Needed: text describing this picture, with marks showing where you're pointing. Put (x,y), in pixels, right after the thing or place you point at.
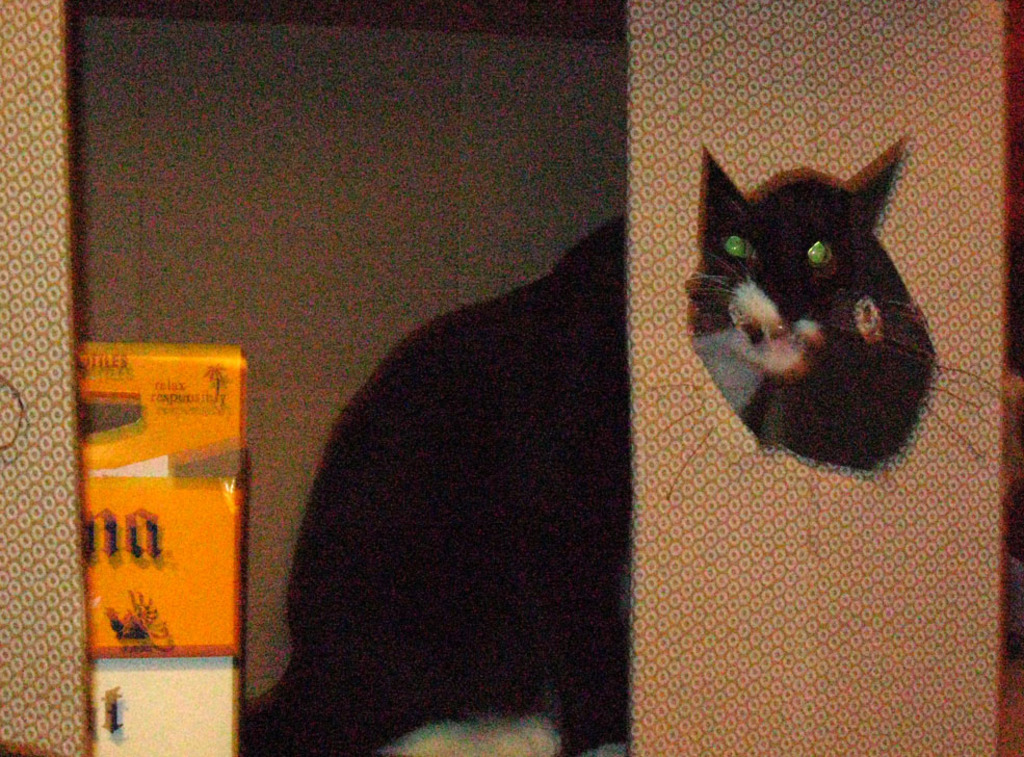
In this image we can see a cardboard sheet (49,107), a cat (472,446) and few objects (176,489) beside the cat (441,620) and it looks like a wall (339,105) in the background (389,127).
